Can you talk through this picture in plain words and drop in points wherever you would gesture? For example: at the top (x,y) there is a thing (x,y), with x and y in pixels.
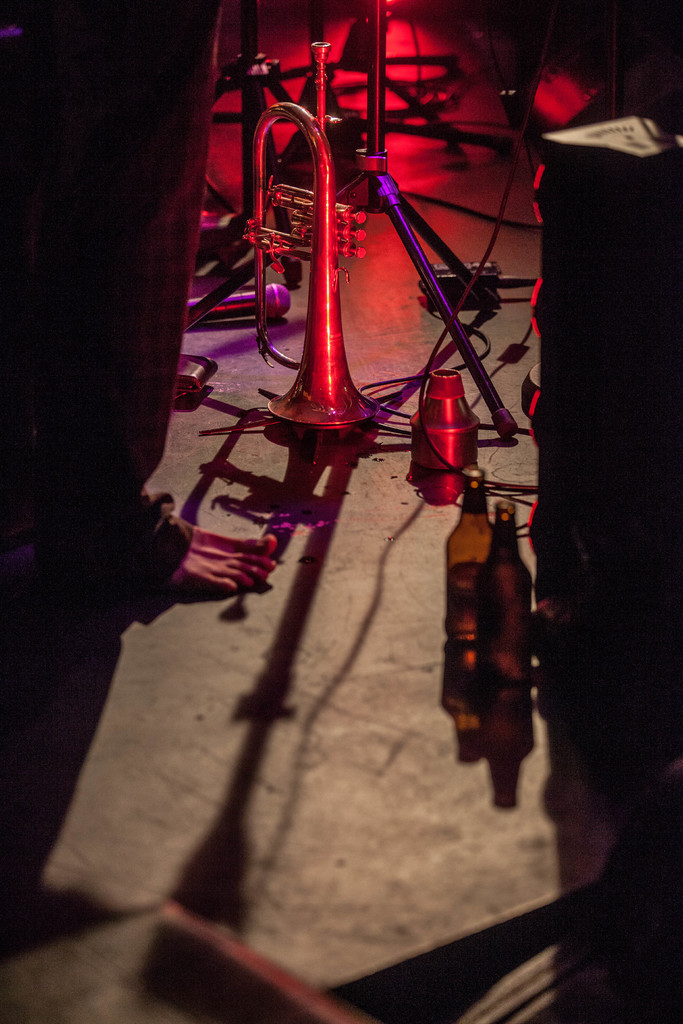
There is man (138,359) standing. There is a trumpet instrument (332,351) and two bottles (471,487) placed on the floor (306,578). And this looks like a mike stand (382,140).
